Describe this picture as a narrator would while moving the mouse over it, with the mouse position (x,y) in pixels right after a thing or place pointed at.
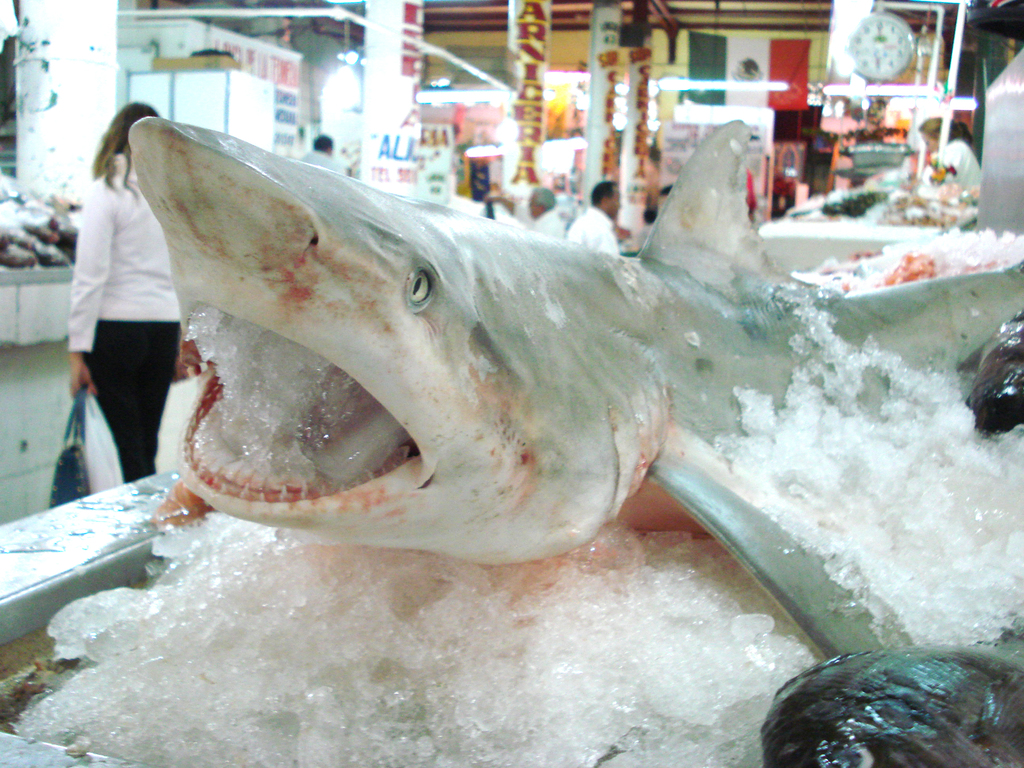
In this image we can see a fish (456,534) with ice (441,653). In the back (108,265) there are few people (111,250). One person (139,294) is holding bags (91,414). In the background (103,106) there are pillars (100,53). Also there are banners (527,25). And it is looking blur in the background (596,107).
